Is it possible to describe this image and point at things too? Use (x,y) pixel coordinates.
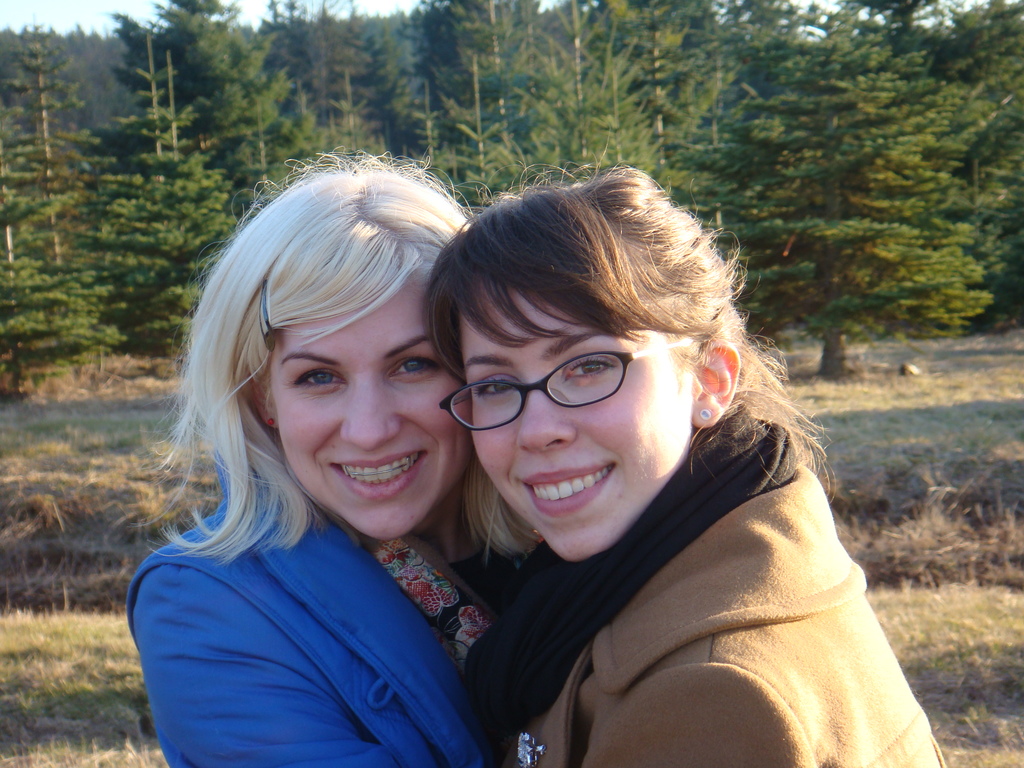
In this picture we can see two women (365,569) are standing on the grass (896,511), behind we can see some trees (151,38).
